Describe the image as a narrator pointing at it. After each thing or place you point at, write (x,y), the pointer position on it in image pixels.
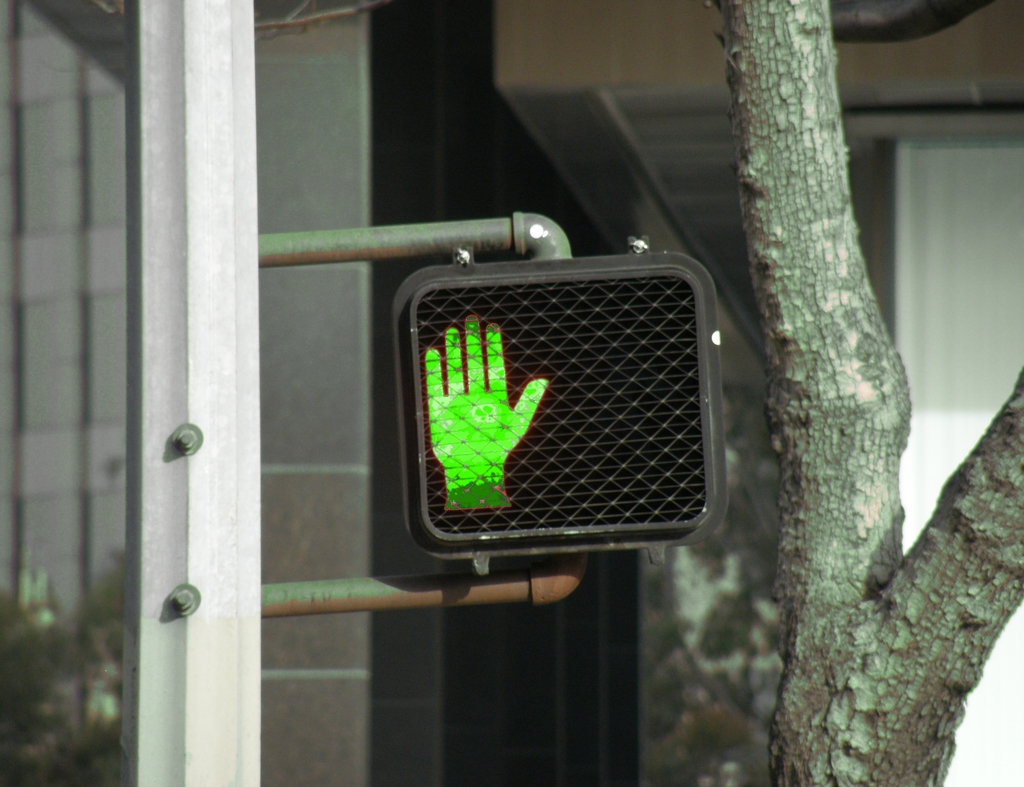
This image is taken outdoors. On the left side of the image (176,363) there is a pole (254,217) with a signboard (481,436). On the right side of the image (796,527) there is a tree (801,267). In the background (995,274) there is a wall (973,373).
